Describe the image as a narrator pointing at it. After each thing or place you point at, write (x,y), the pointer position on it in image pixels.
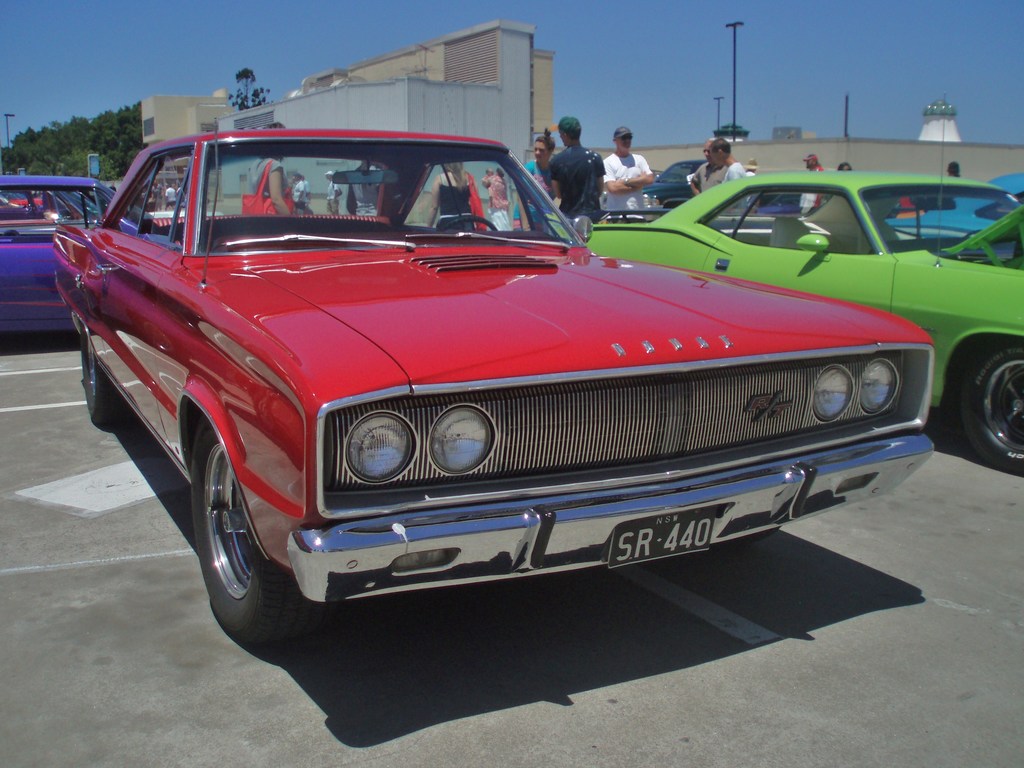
At the foreground of the image (633,432) there are some cars (530,299) which are of different colors and models parked on the ground (956,563) and at the background of the image (778,143) there are some persons (560,169) standing, there are some houses (407,102), trees (67,172), current poles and clear sky (618,79).
